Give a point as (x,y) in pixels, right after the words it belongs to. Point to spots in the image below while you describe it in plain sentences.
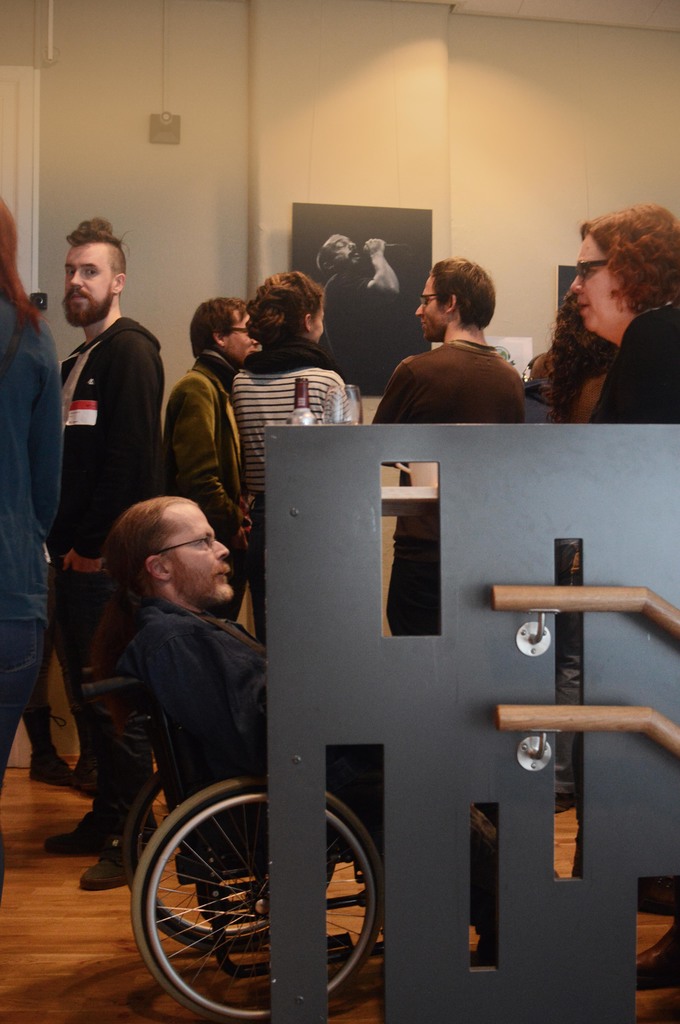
In this picture we can see a group of people (434,360) standing, one person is sitting on a wheel chair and in the background (132,205) we can see a photo frame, wall (114,199).
